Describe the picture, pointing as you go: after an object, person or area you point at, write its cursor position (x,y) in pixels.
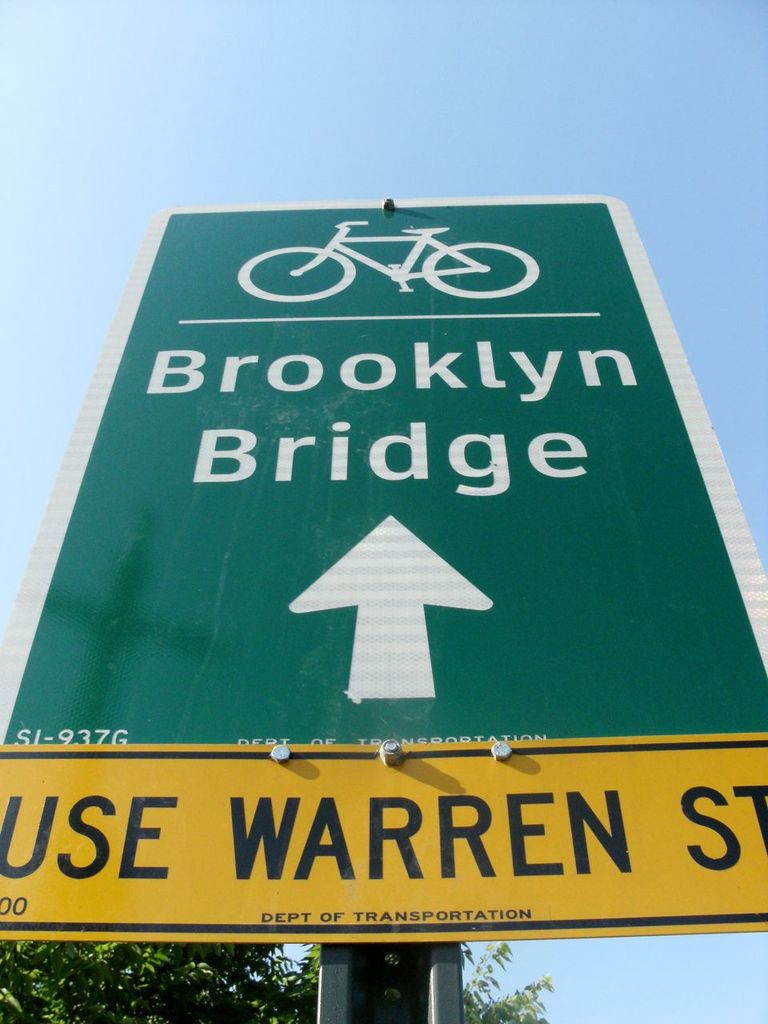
In this image we can see a sign board (347,834). In the background (753,241), we can see the sky (609,976). At the bottom of the image (179,1004), we can see leaves (257,994).
